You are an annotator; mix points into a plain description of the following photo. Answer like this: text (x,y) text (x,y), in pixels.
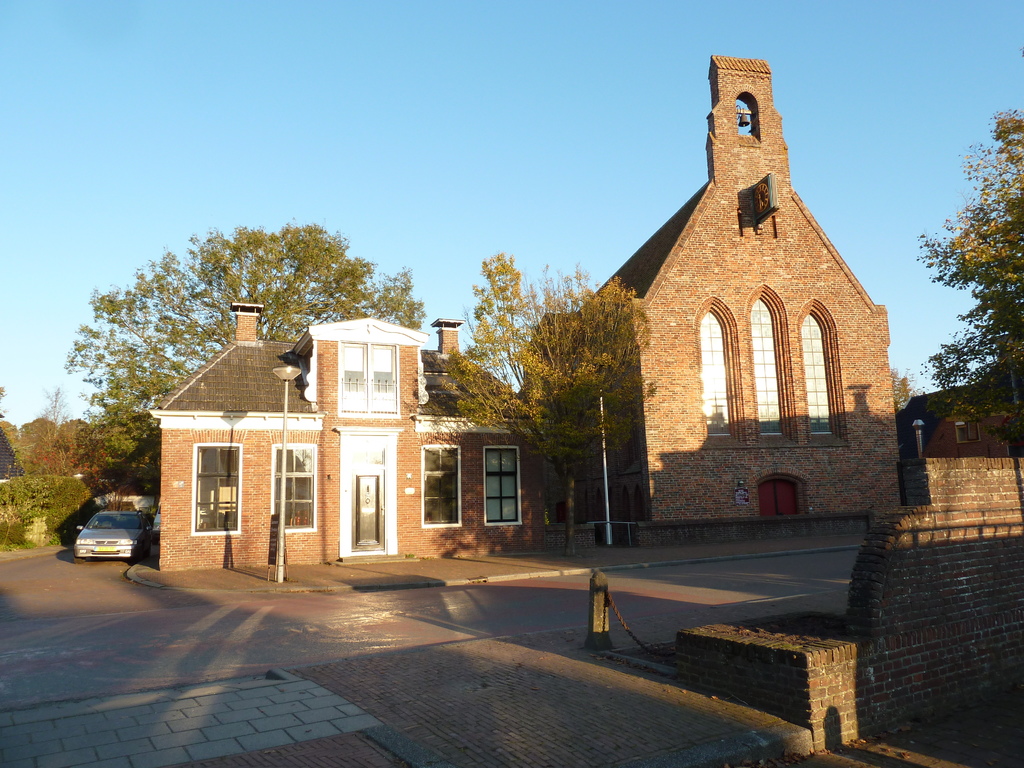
In this picture there is a building (392,509), beside that there is a church (677,378). In the background (1007,364) we can see many trees (479,349). On the left (115,539) there is a car (132,544) near to the plants (36,528). On the right (1012,468) we can see the brick wall (886,549) near to the road (767,579). At the top (508,105) there is a sky (493,80).
